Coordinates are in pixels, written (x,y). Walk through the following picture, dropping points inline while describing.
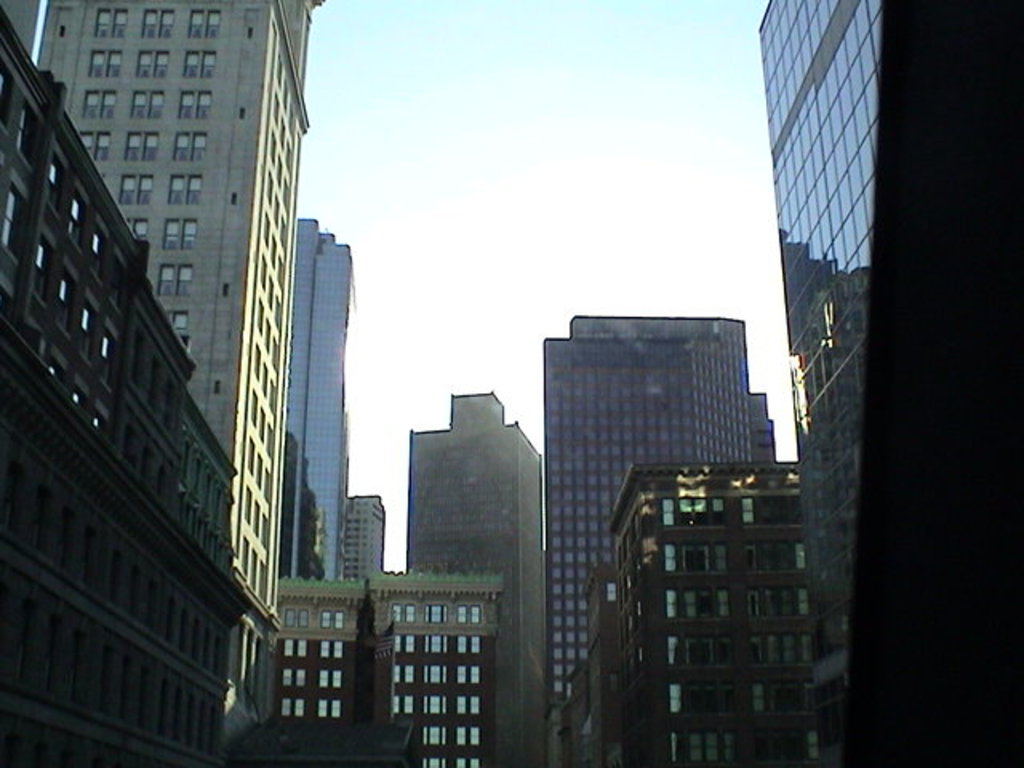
In this picture we can see few buildings (611,358).
